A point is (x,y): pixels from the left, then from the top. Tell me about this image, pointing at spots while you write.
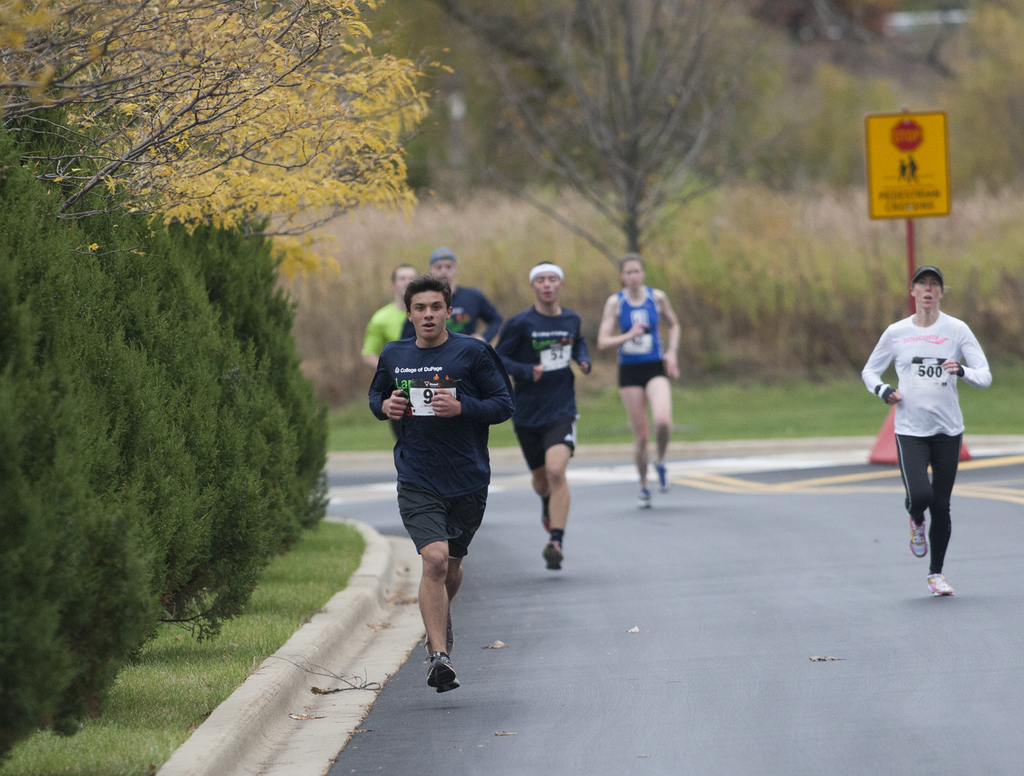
On the left side (135,346) there are bushes (152,460) and trees (167,119). On the ground (197,672) there is grass (271,597). And some people (539,348) are running on the road (695,755). They are having chest numbers (429,404). In the back (899,184) there is a sign board (896,185) with a pole (909,244). In the background (627,120) there are trees (663,121).
